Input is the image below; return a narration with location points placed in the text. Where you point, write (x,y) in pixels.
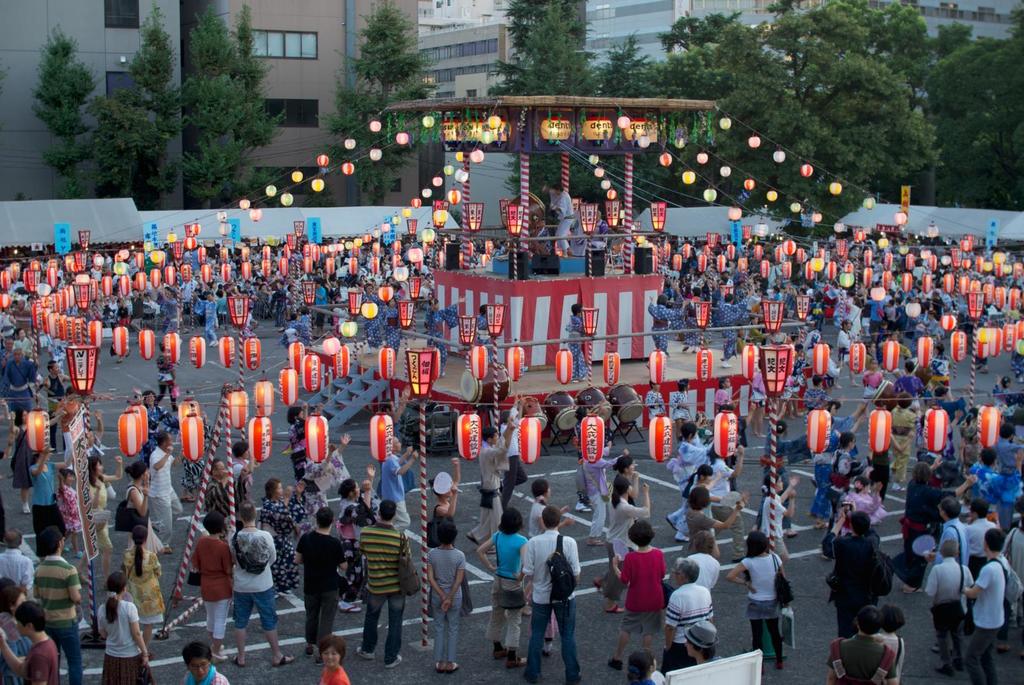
In this picture I can observe some people (385,556) standing on the road (798,464). In the middle of the picture (582,290) I can observe a stage (453,358). There are men (374,563) and women (278,294) in this picture. In the background (270,119) there are trees (356,100) and buildings (349,49).
